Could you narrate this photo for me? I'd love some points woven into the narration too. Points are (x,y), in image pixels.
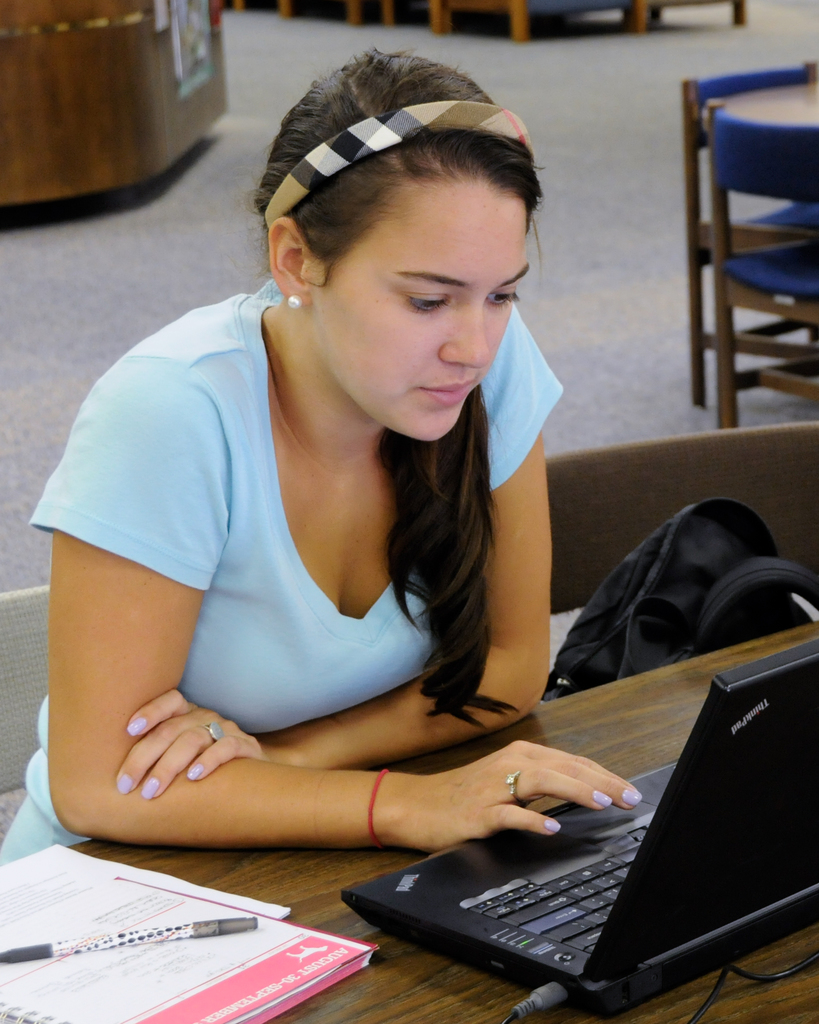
In this image there is a woman (151,500) who is sitting on chair (34,641) and working with a laptop (665,882) which is kept on table (640,716). On the table (654,718) there is book (159,968), pen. Beside her there is a bag (668,558) which is kept on chair (634,489). At the background (740,181) there are chairs (740,181) and desk (114,79).
